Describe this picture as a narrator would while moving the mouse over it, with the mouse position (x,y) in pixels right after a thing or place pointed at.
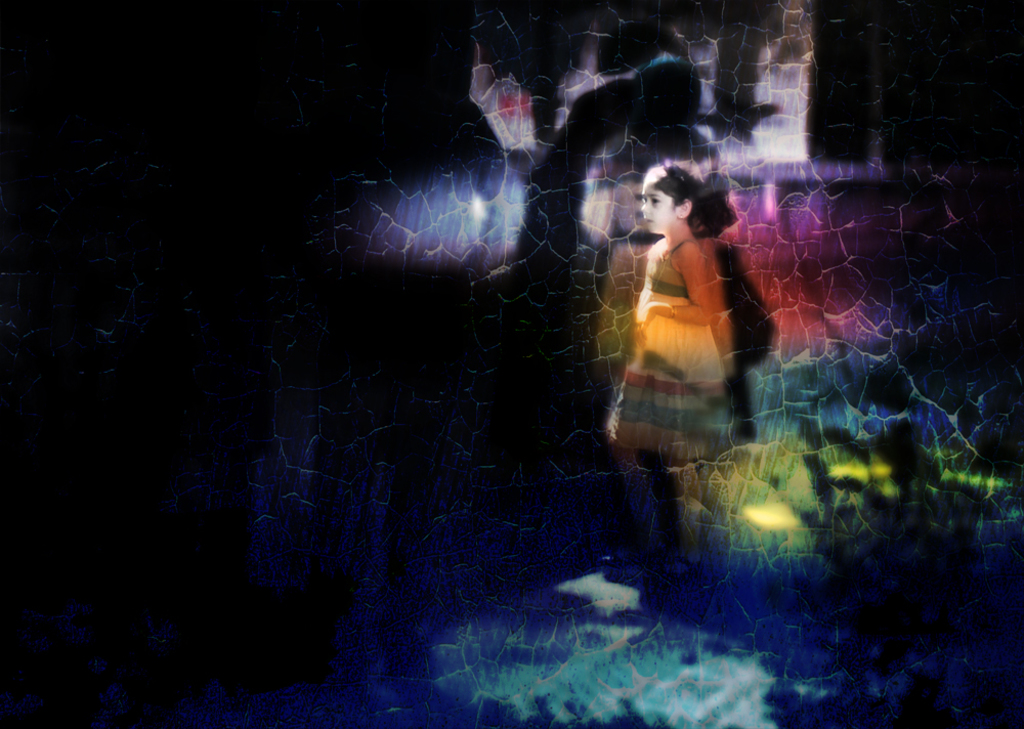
This is an edited picture. On the right side of the picture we can see a girl (669,523) and she is standing.
